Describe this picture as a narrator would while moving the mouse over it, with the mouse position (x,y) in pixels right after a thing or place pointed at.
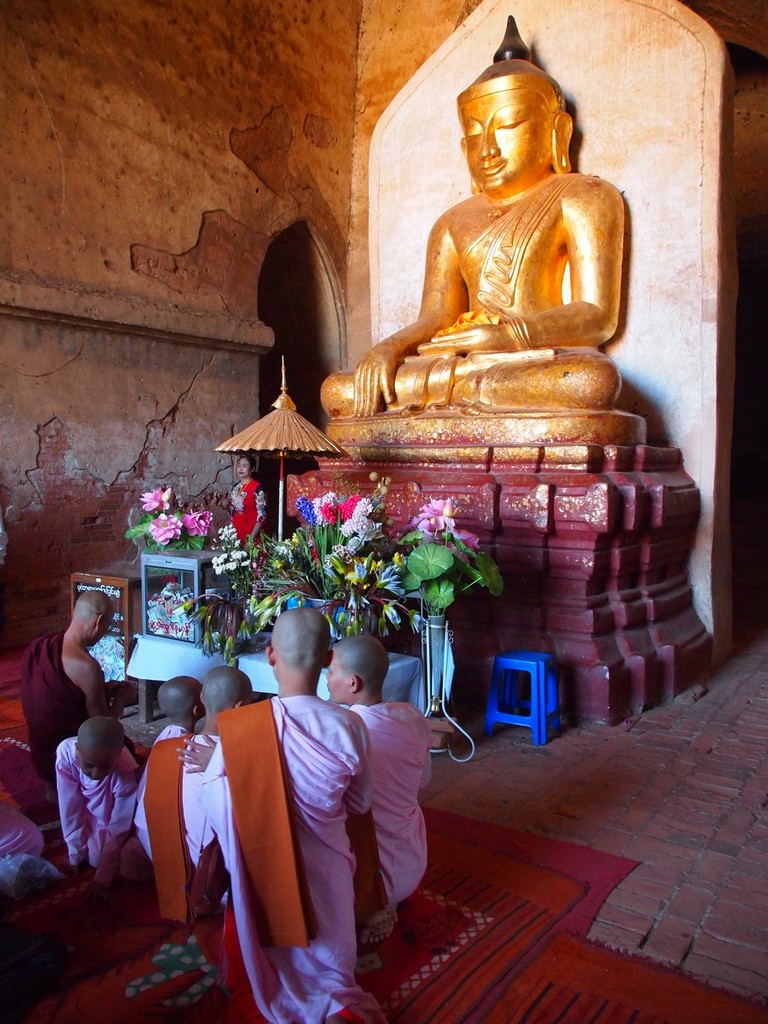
In this image I can see the ground (705,721), few floor mats (516,929), few persons (271,753), few flowers (288,595), a blue colored stool (532,704) and a gold colored statue (509,315). In the background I can see the brown colored wall (263,164).
